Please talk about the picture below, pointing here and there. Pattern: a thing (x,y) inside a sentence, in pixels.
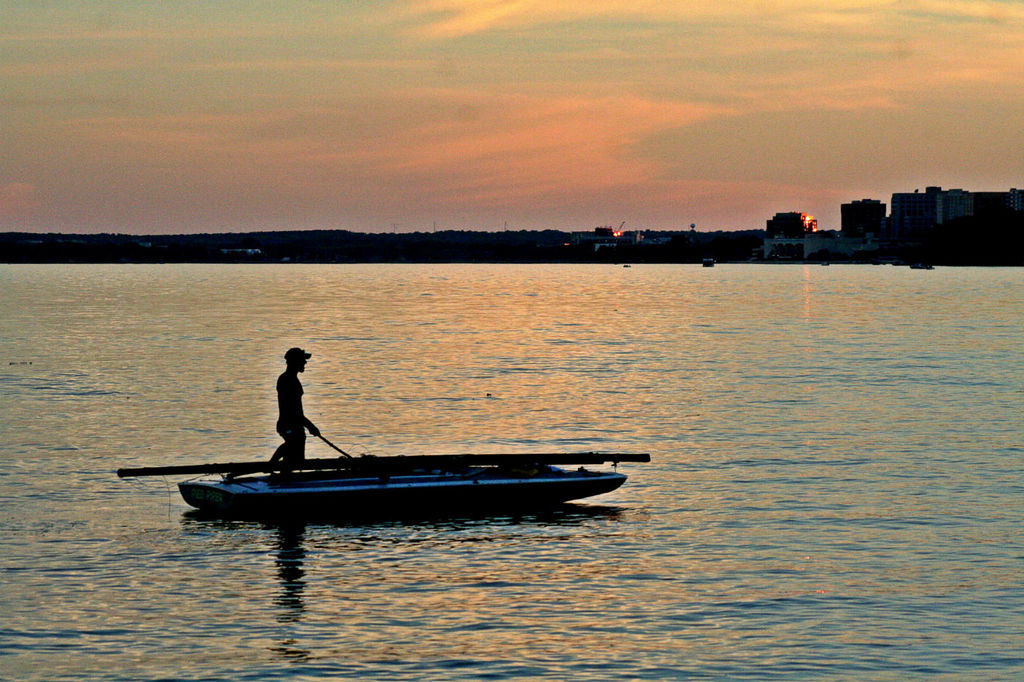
In this image there is a river (591,503) and we can see a boat (307,486) on the river (264,542). There is a person (279,454) standing in the boat (279,497). In the background (787,244) there are buildings (787,244) and sky (467,152).
